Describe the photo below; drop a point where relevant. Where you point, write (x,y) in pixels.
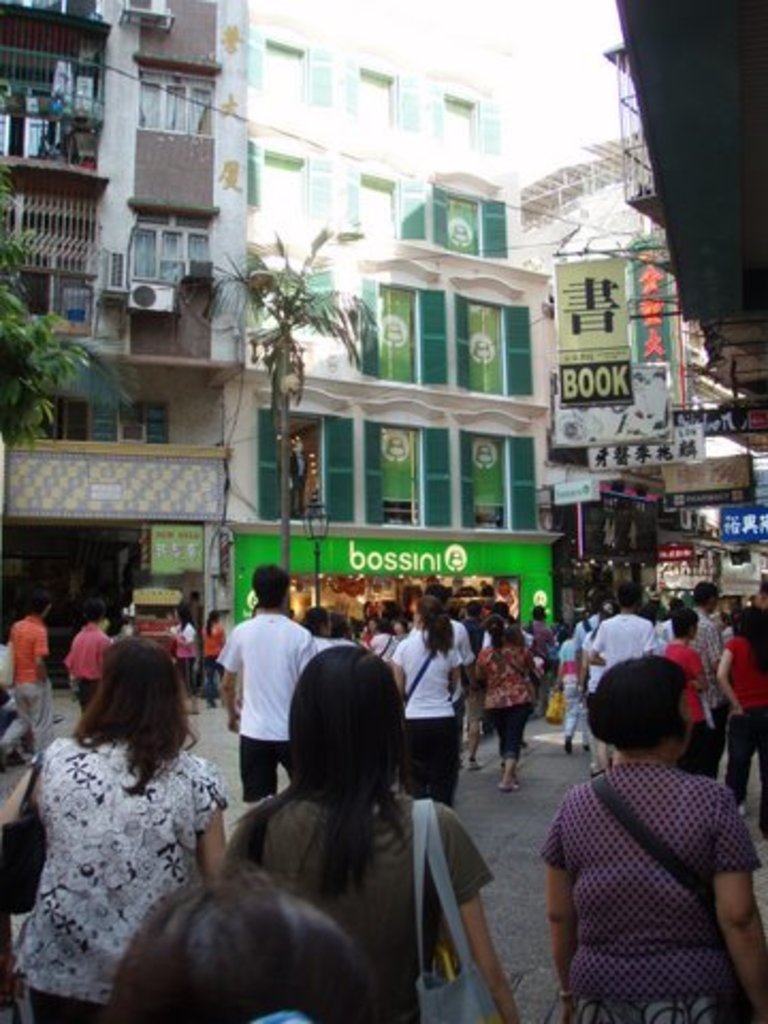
In this picture I can see there are many people (297,812) walking here in a street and there are buildings (74,179) in the backdrop (187,183) I can see there are some banners (246,544) attached to the buildings (411,526) here and there are some trees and the sky (603,125) is clear.
